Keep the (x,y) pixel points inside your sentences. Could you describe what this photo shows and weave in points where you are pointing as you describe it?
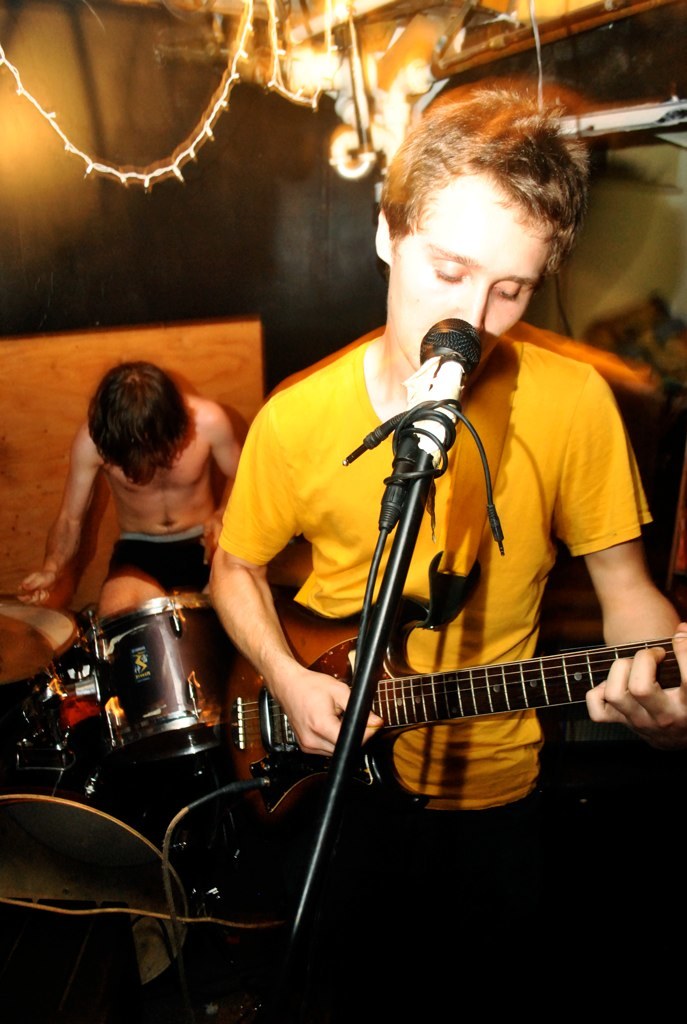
In the picture it is a music concert a man (460,528) wearing yellow shirt (567,438) is playing the guitar (511,680) and singing a song behind him there is another person (159,511) sitting, he is playing drums (95,711), to the roof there are different lights (328,79) in the background (223,223) there is a wall (227,274).
